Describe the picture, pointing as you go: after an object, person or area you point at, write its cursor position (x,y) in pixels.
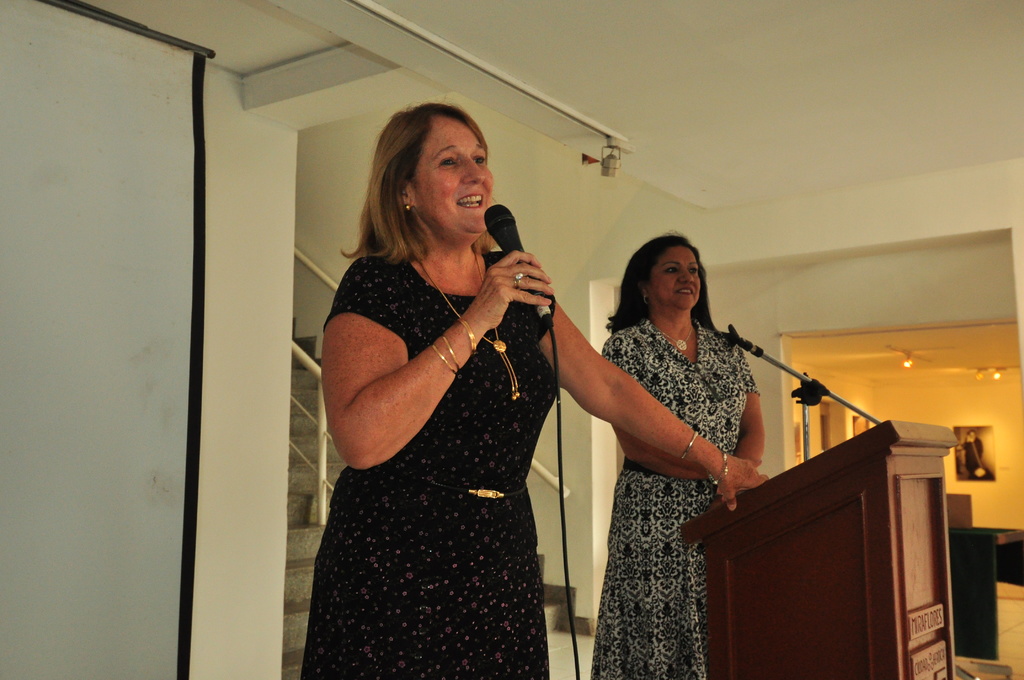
In this picture there is a woman (452,168) holding a microphone (511,250) in her right hand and smiling and there is another woman (627,355) standing on to her left in the background (123,323) is a screen (184,319) and there some stairs (309,339).
